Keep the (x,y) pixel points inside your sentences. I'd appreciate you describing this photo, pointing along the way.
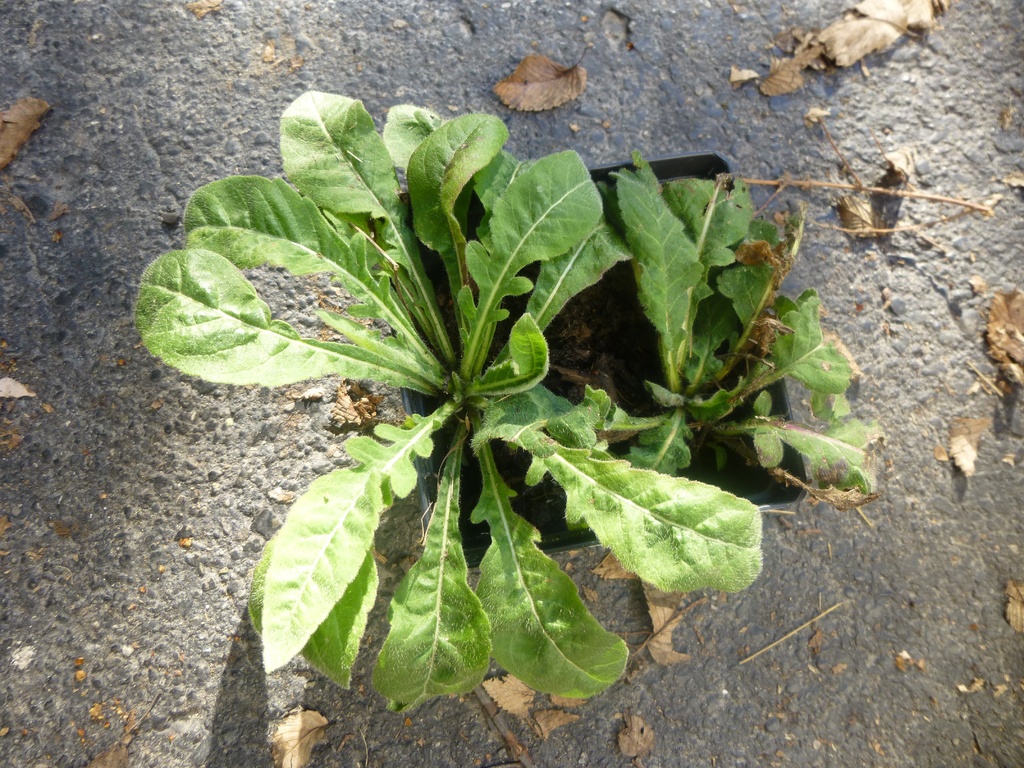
In this image I can see two plants (591,245) in a pot (723,474). I can also see number of brown color leaves (914,8) on the ground (46,219).
